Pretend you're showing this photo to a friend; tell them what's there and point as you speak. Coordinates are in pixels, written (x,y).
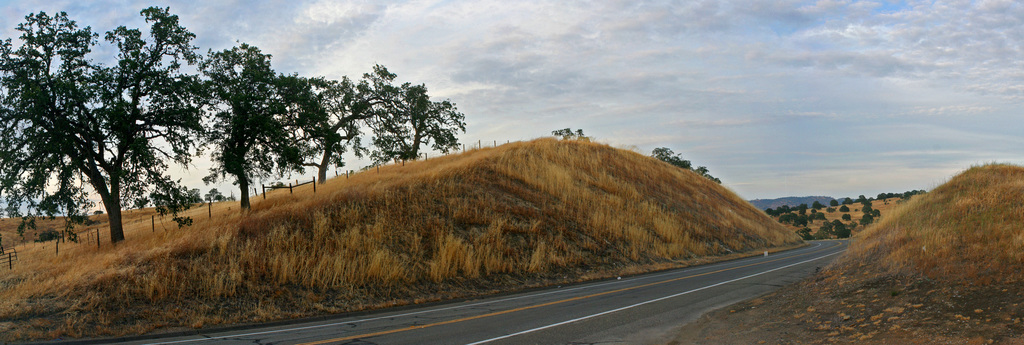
In the foreground of this image (746,300), there is a road (741,275). On the right (935,276), there is grass (954,235). On the left (106,250), there is grass (84,255), railing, few poles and the trees (102,134). In the background (821,213), there are trees (828,223) on a cliff (825,209), a mountain (794,198), sky (802,151) and the cloud (668,69).
